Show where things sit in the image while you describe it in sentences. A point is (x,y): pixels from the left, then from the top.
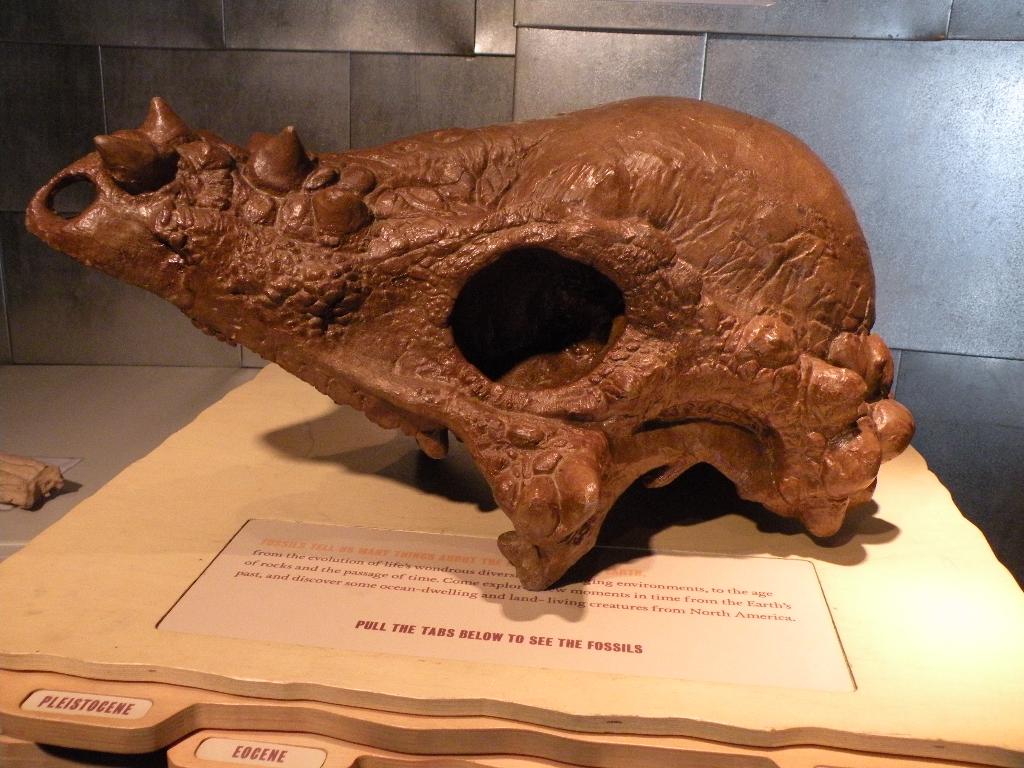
In the center of the image (387,257) we can see fossil (572,284) placed on the table (419,651). In the background (542,67) we can see wall (289,66).
